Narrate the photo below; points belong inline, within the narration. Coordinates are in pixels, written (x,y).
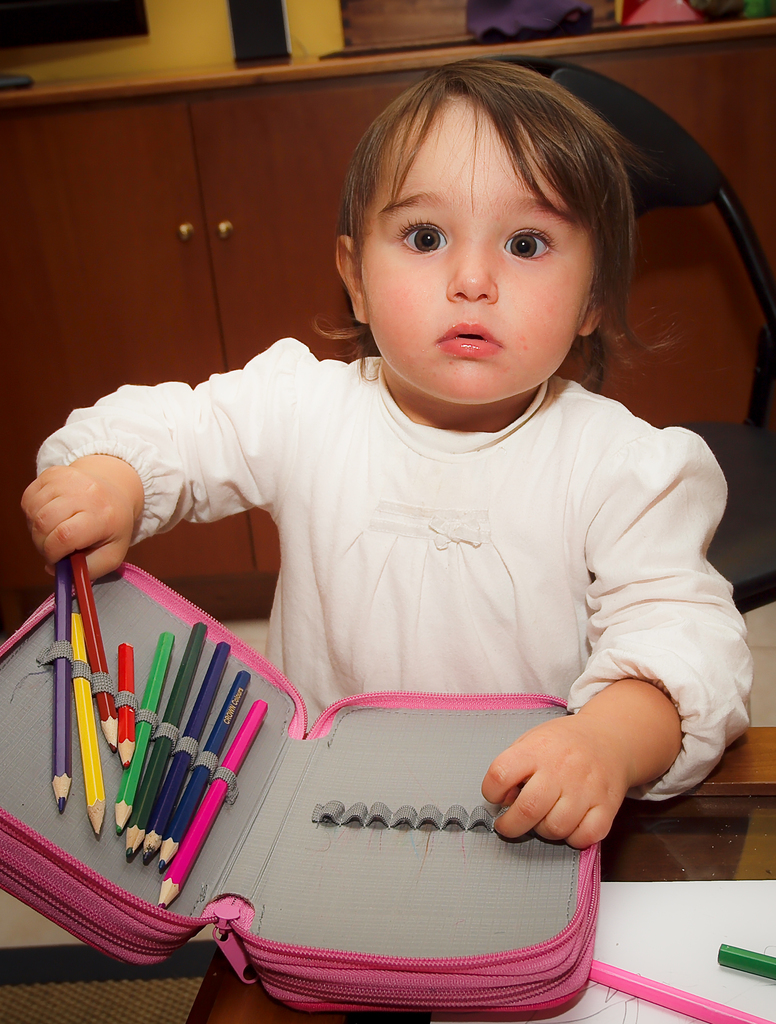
At the bottom of the image (748,833) there is a table (377,1018), on the table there is a paper (703,931), pen (601,973) and bag (40,674). In the middle of the image (330,667) a girl (384,308) is standing and holding pencils (153,685). Behind her there is a chair (720,194) and table (13,494).
